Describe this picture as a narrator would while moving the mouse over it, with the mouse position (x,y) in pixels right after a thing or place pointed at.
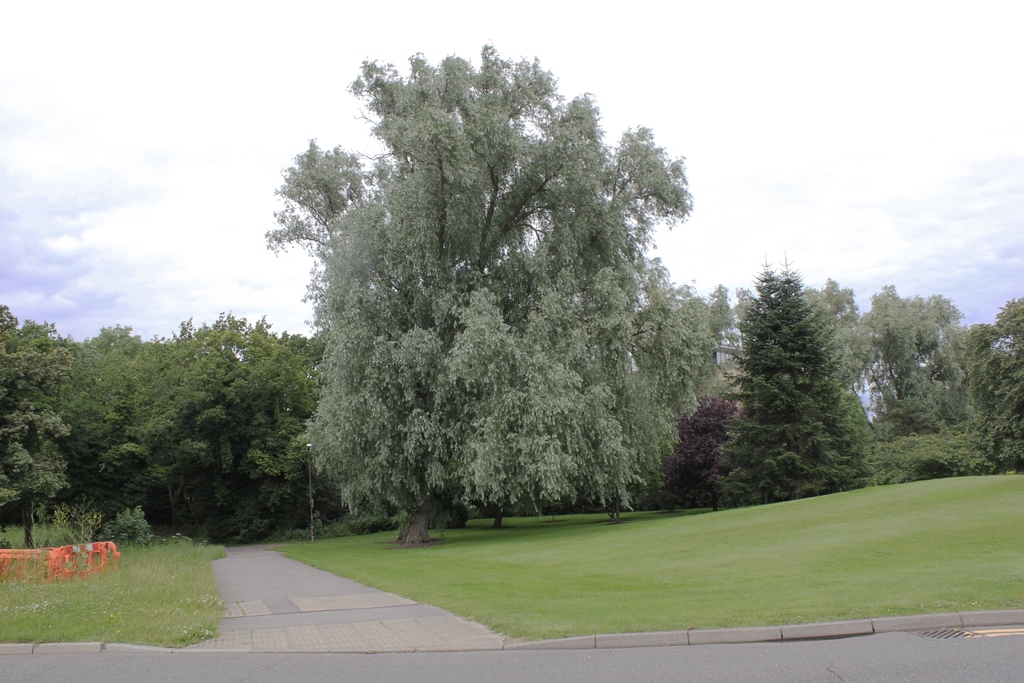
In this image, we can see the road (278,669), there's grass (515,584) on the ground (471,589), we can see the way (386,598), there are some trees (645,410), at the top (876,132) we can see the sky (245,71).
